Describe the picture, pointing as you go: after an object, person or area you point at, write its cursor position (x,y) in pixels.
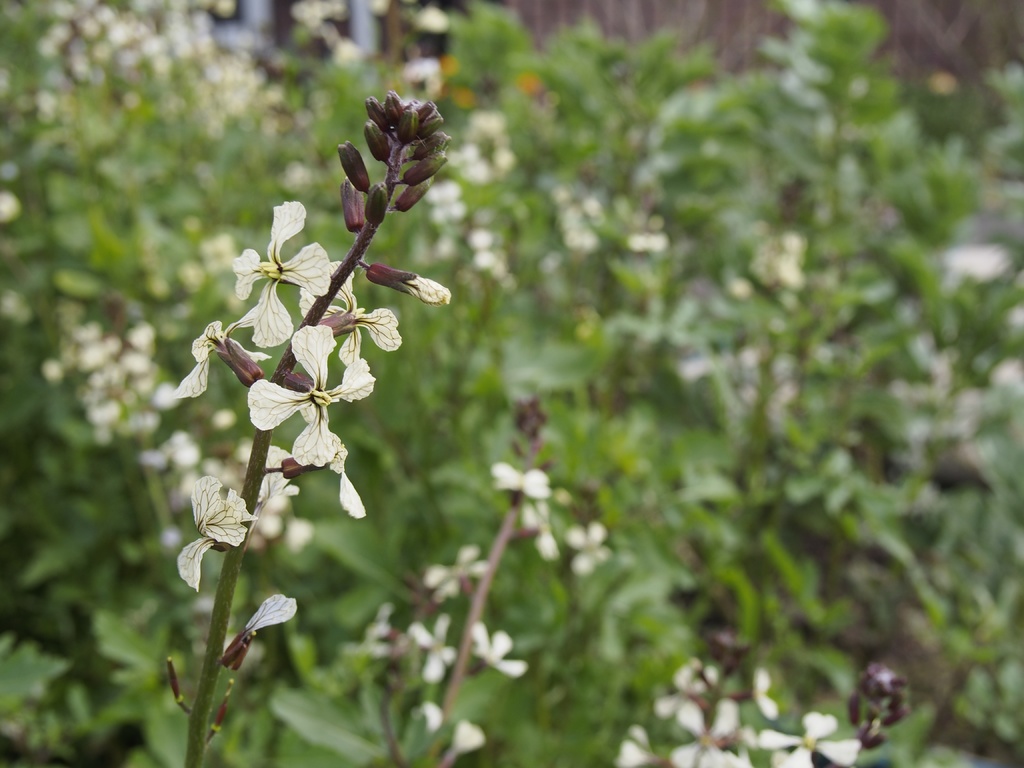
In this image we can see flowers (296,344) to the plants (473,293).
